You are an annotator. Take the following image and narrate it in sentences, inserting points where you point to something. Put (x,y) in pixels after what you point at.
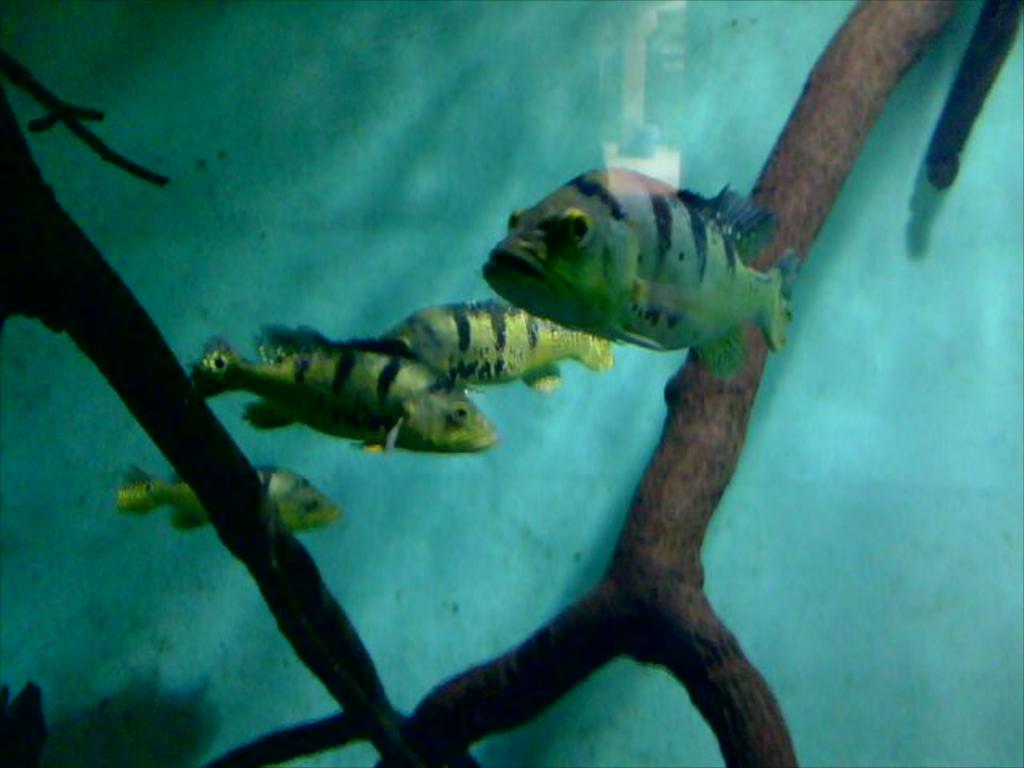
In the picture I can see fishes (408,398) in the water (481,529). There are four fishes (525,344) in the water (417,511). I can also see plants (515,678).
